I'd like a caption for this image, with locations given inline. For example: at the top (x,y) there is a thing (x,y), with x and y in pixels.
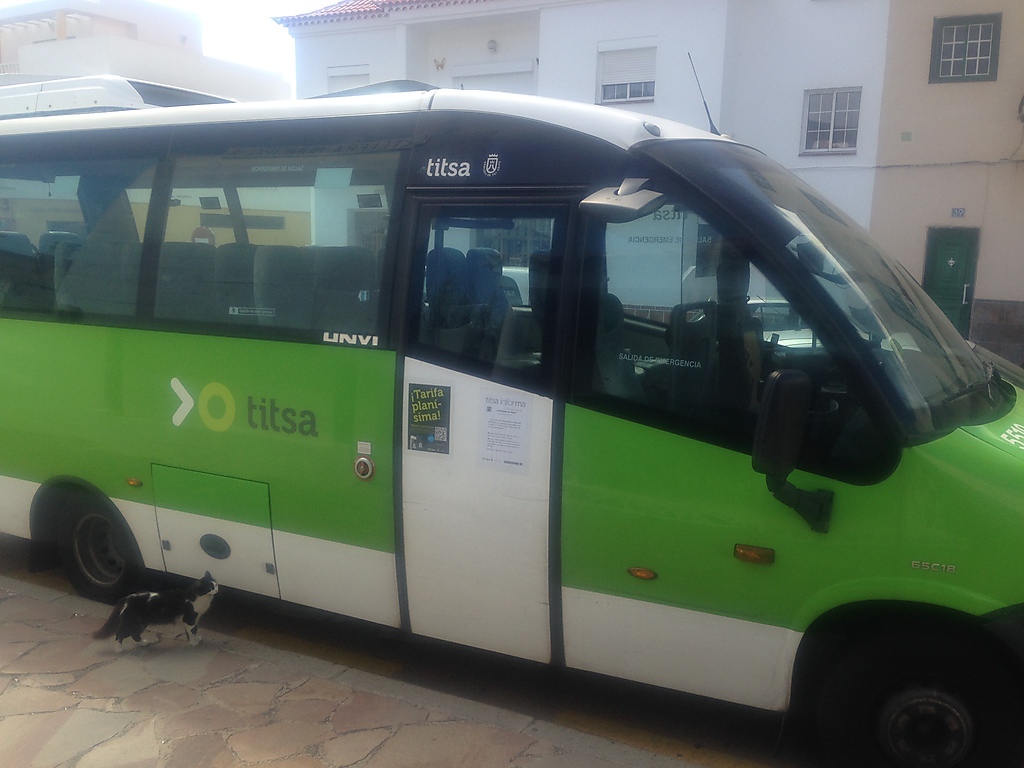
This looks like a minibus (688,515), which is green and white in color. I can see a door (439,519), wheels (96,555), side mirror (801,411) and glass windows (322,279) attached to the bus (726,500). I can see the seats (476,304) inside the bus (204,288) through the glass door (442,339). Here is a cat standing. These are the buildings (702,28) with windows (947,80). This is the door (962,264) with a door handle (962,298).
